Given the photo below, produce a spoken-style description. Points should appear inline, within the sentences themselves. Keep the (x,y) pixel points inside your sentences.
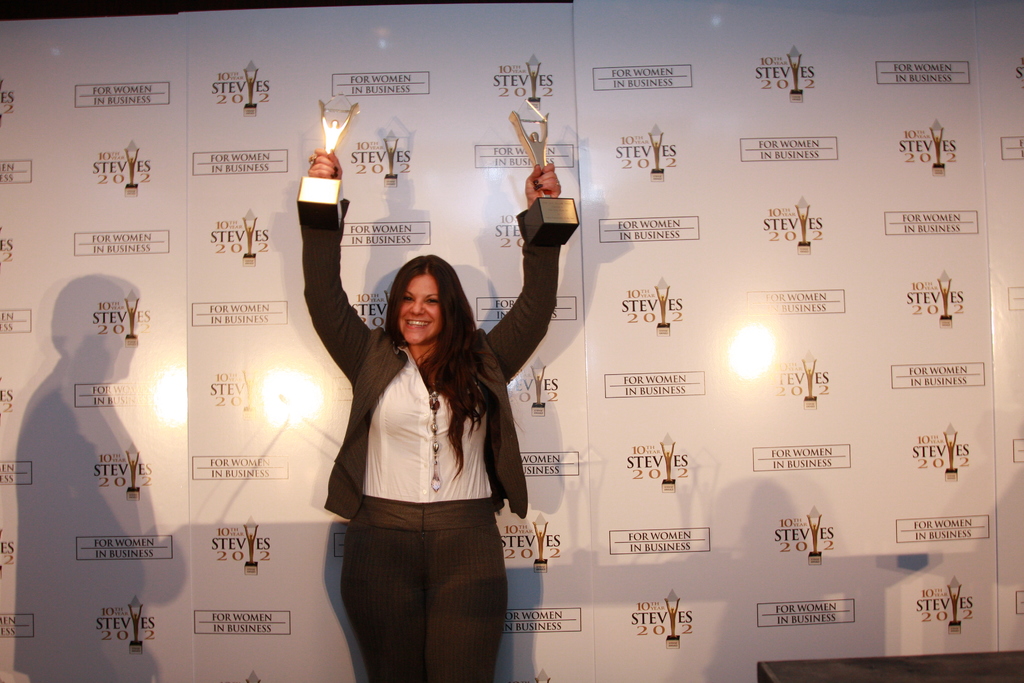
In the picture we can see a woman (491,642) standing and holding two awards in her hands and raising it and she is in black color blazer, white shirt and behind her we can see a banner (624,114) with some brand symbols (781,312) on it.
